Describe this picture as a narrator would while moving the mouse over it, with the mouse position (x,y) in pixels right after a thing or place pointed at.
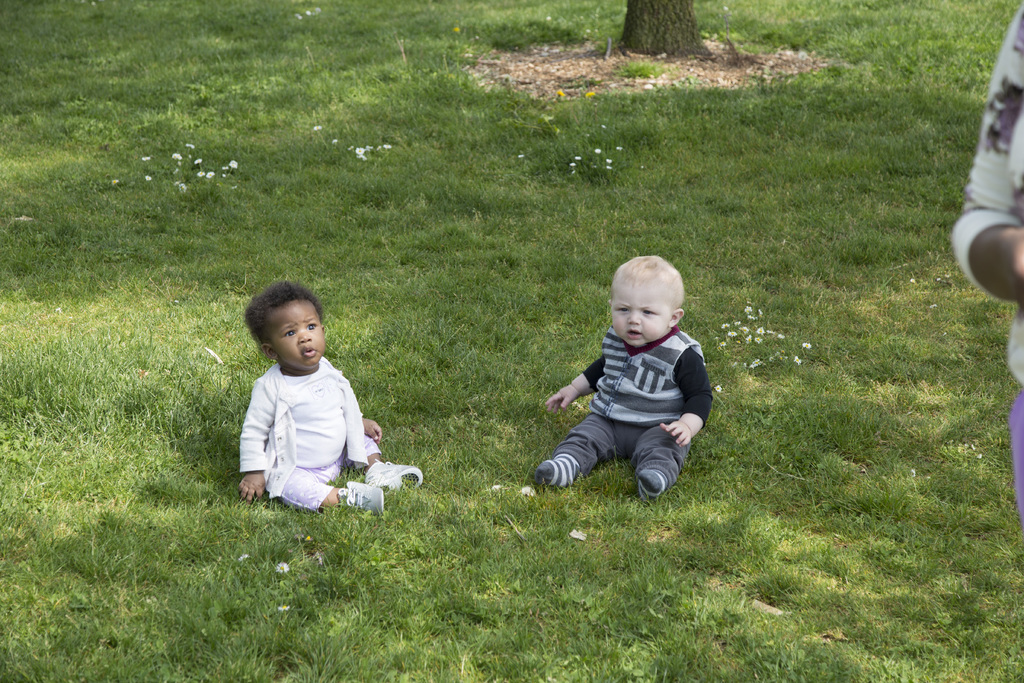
In the given image I can see a two children (644,288) sitting and towards right (977,242), I can see the partial body (962,242) of the human (1002,235) and in the background (594,118) I can see the trunk (654,37) and grass (435,286).
